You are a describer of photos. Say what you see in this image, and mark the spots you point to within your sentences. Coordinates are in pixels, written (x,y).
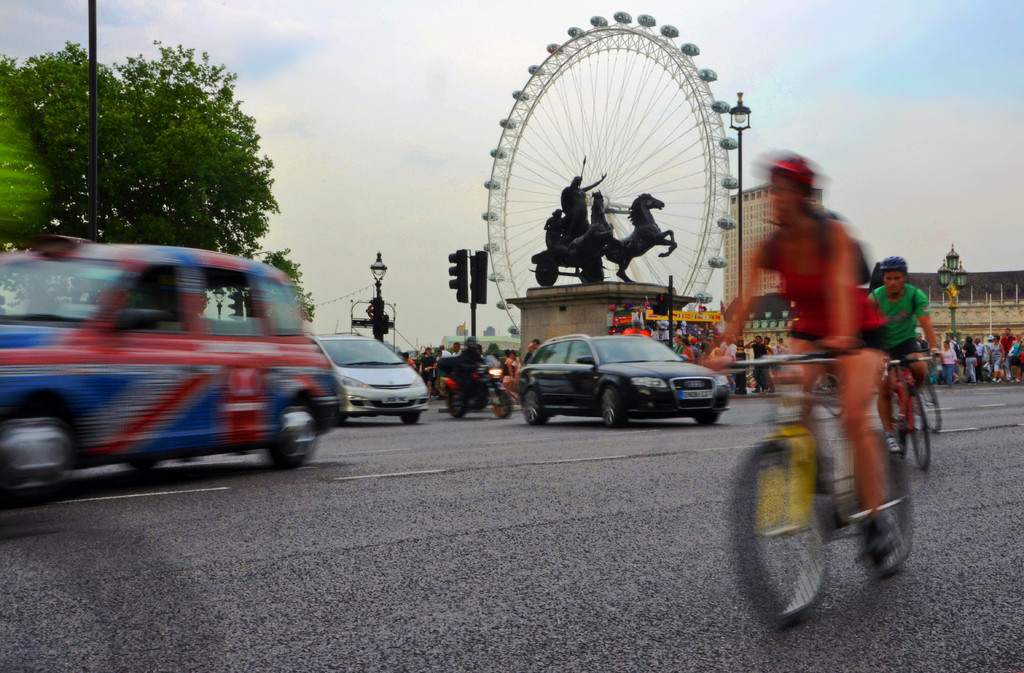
vehicles (196,379) are moving the road (830,433). people (829,349) are riding bicycles (830,456). behind them people (997,343) are standing. at the center (598,229) there is a statue of the horse (591,227). behind that there is a giant wheel (601,147). at the left (190,158) back there is a tree (190,158) and at the right (970,284) back there is a building (963,297).
